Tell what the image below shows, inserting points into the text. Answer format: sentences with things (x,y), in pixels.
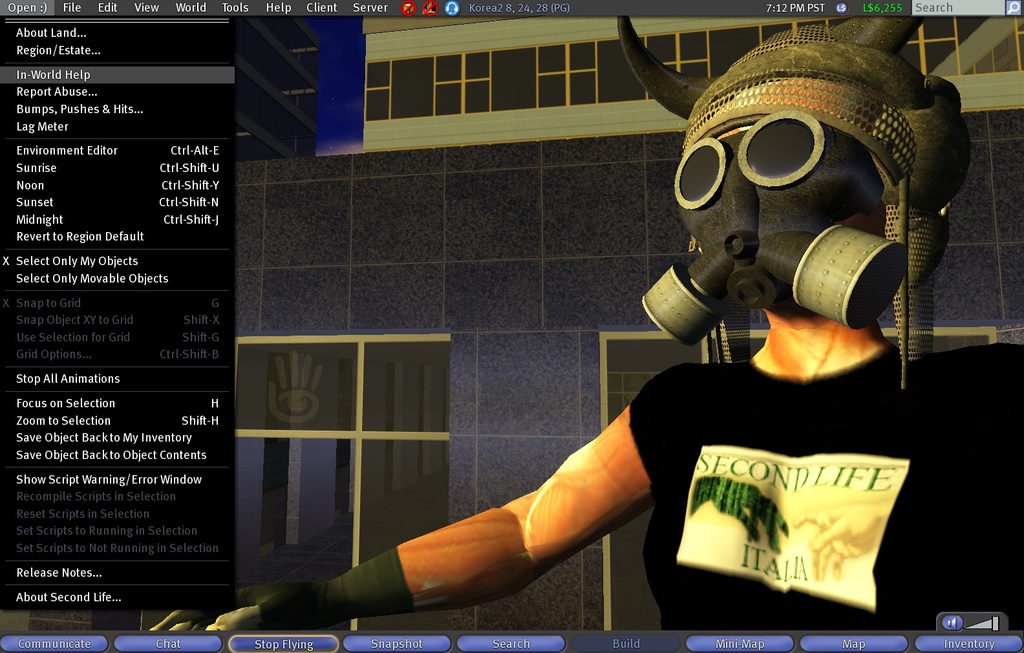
It is a screenshot of a desktop screen, it looks like some game and there is an animated image (677,340) and on the left side (174,222) there are different options (185,288).
